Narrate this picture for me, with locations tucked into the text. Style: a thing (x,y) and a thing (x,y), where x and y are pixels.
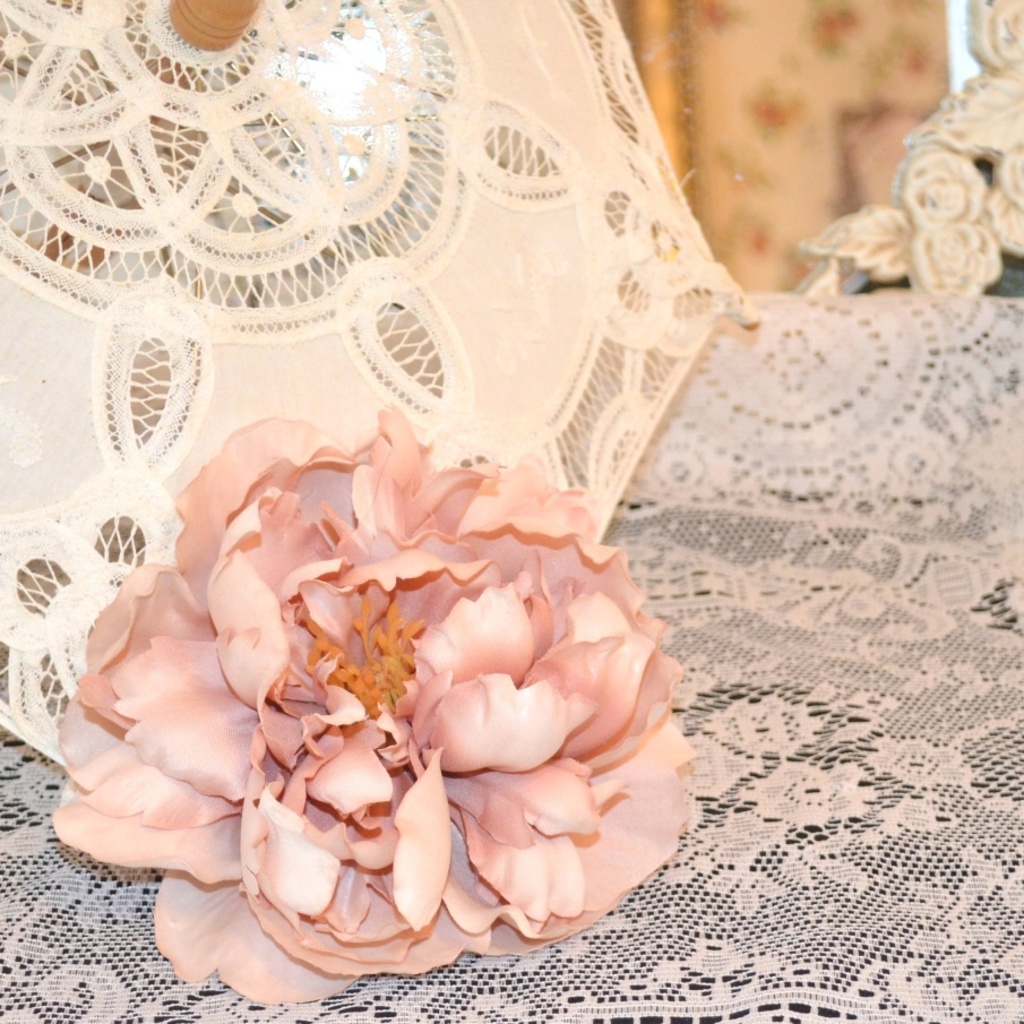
In the center of the image (447,527) there is a flower (461,757) on the cloth (726,639). In the background of the image (81,58) there is a umbrella (466,413).
